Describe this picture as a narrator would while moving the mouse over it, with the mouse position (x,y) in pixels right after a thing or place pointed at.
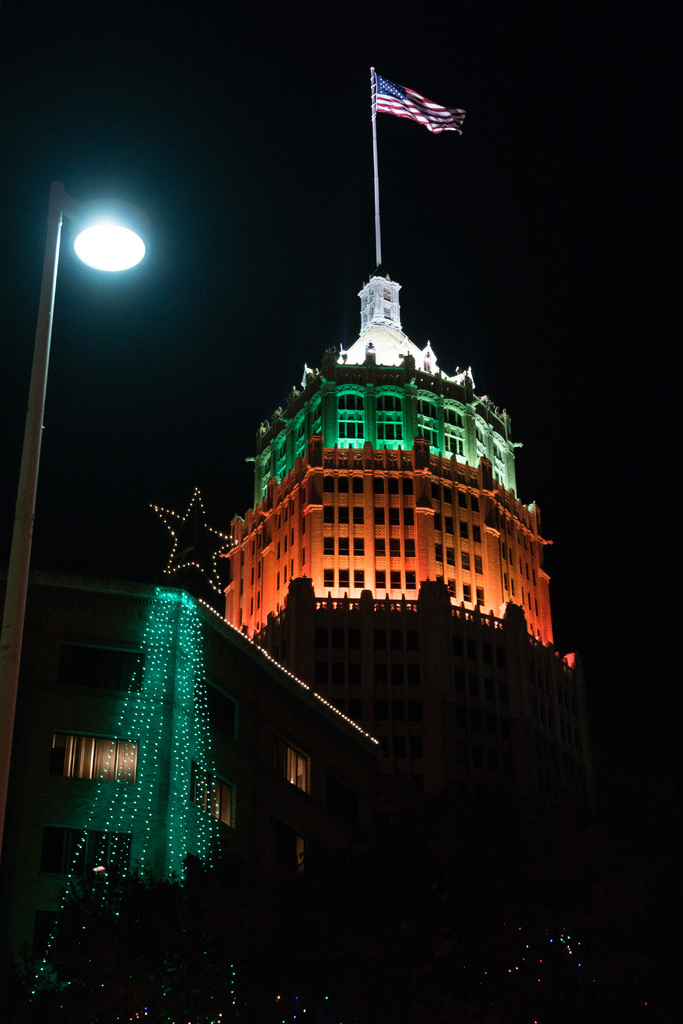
In the middle of the picture (367,465), we see a building (416,483). On top of the building (476,434), we see a flag pole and a flag (412,103) in white, red and blue color. On the left side (139,624), we see a light pole (6,634) and a building (135,785) which is decorated with the lights (181,730). In the background (257,396), it is black in color. This picture is clicked in the dark.
